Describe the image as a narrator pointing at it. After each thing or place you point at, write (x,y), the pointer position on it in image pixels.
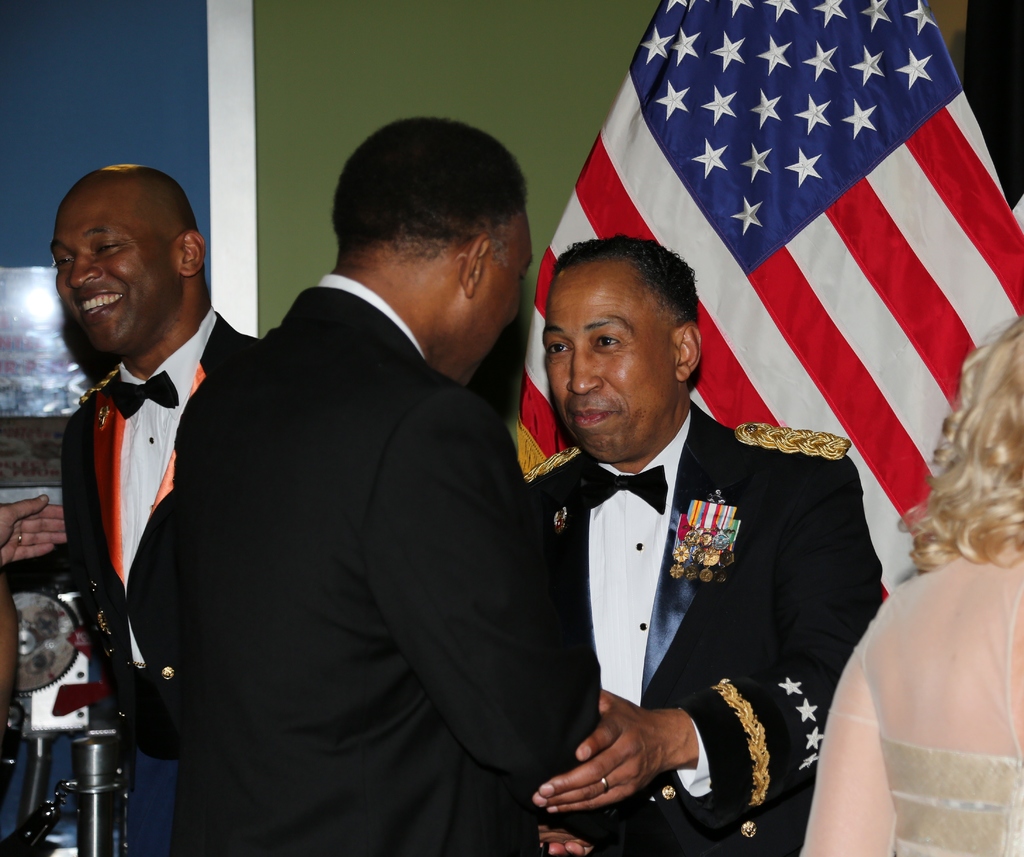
In this image, we can see four persons (304,613). Two men (689,541) are smiling. Here a person (627,488) is holding another person (545,753) hand (602,786). Behind him, we can see flag (814,308). Background (315,78) we can see the wall (365,91). On the left side of the image (83,846), we can see few objects (102,836).
